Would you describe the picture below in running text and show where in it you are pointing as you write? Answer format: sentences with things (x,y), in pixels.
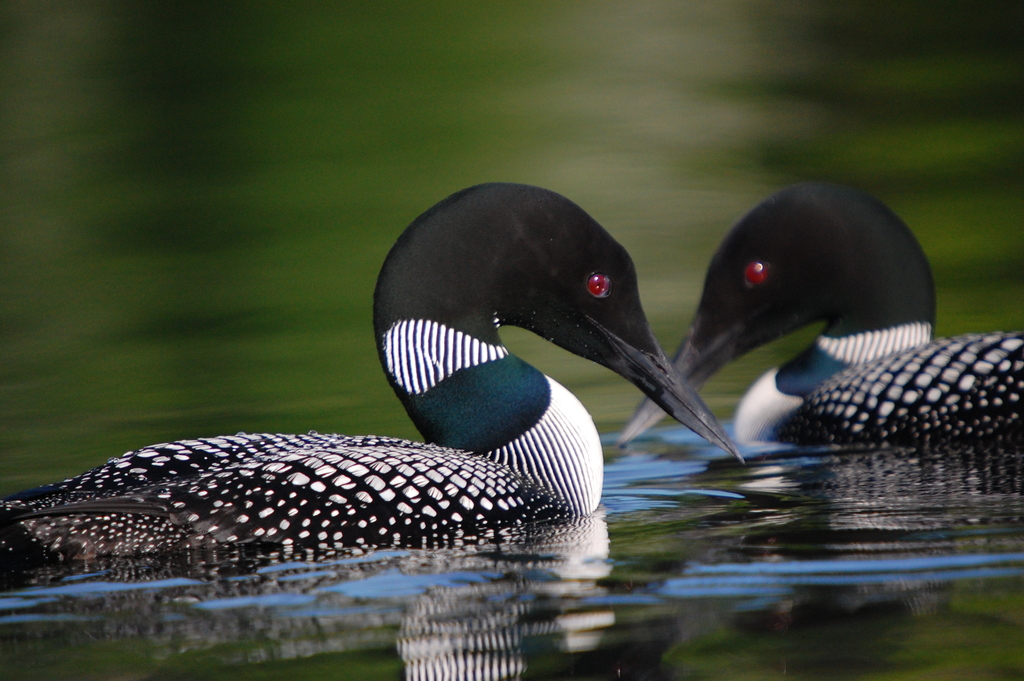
In this image there are two loons (888,383) in the water (524,544).
